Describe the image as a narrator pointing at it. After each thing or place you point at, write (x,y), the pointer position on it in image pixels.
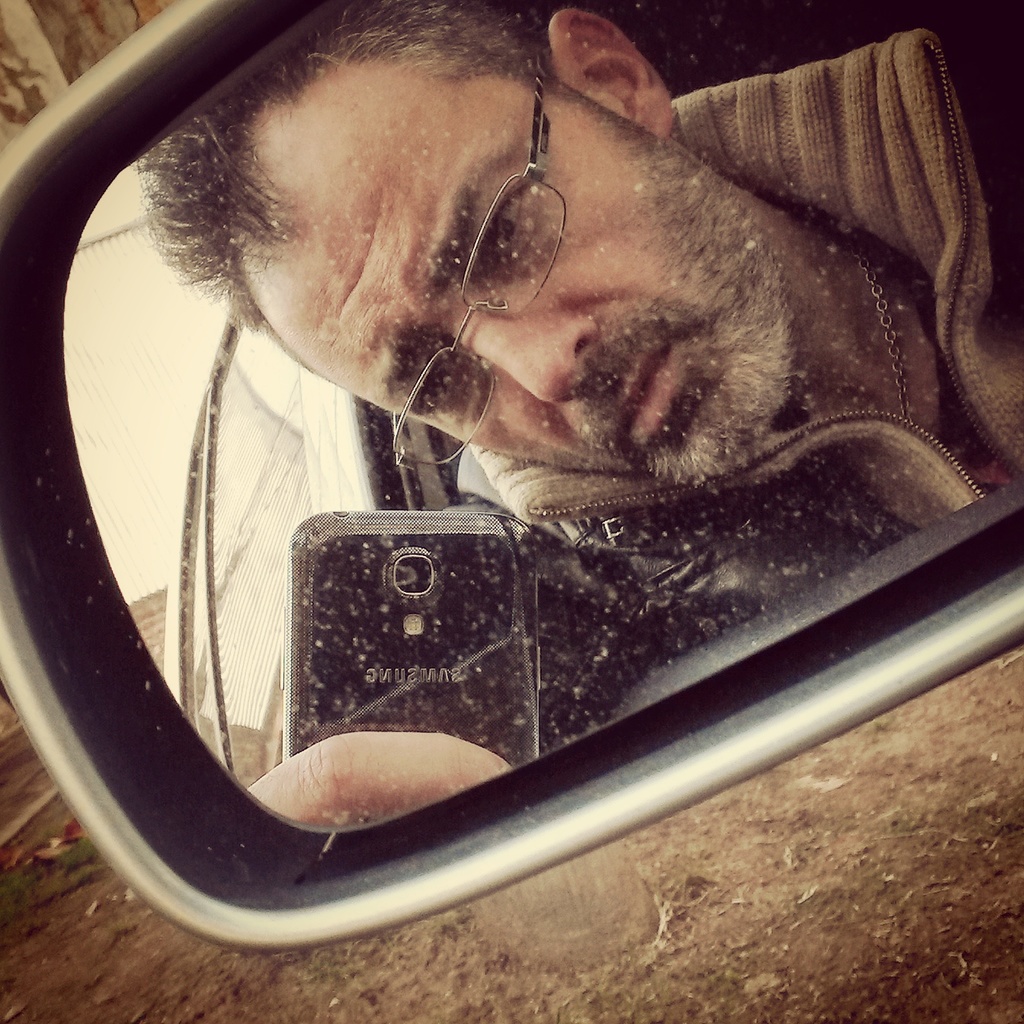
In the picture there is a side mirror (448,505), in the mirror (534,293) there is a person (586,349) holding mobile (383,659). At the bottom (528,949) there is soil (482,941).
